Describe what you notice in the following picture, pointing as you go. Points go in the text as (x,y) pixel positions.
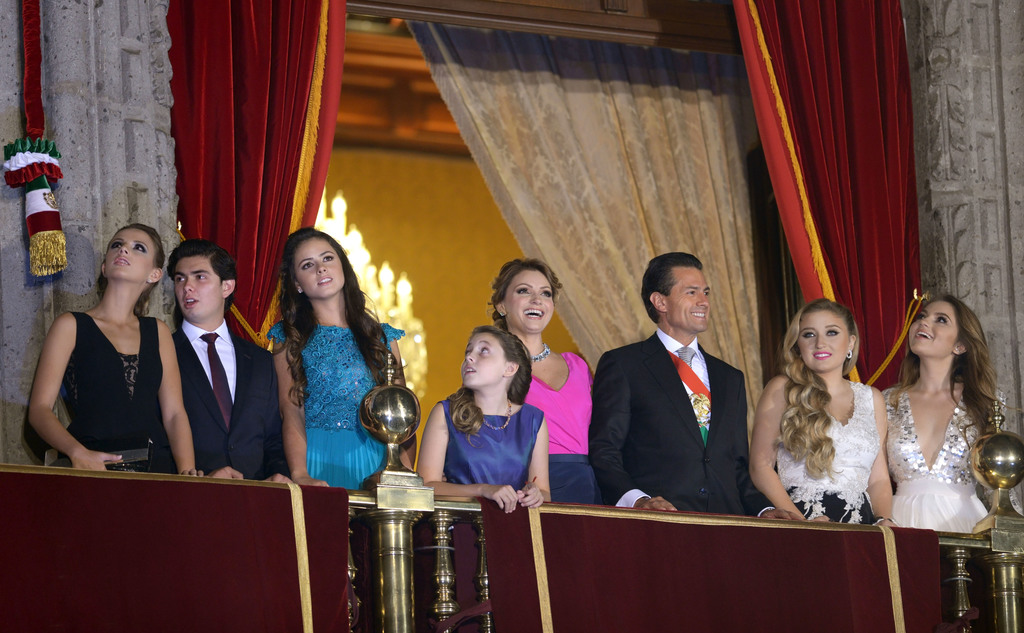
In the image we can see there are many people (615,373) standing, wearing clothes (536,404) and some of them are smiling. We can even see the fence (440,565), lights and the curtains (448,83).
